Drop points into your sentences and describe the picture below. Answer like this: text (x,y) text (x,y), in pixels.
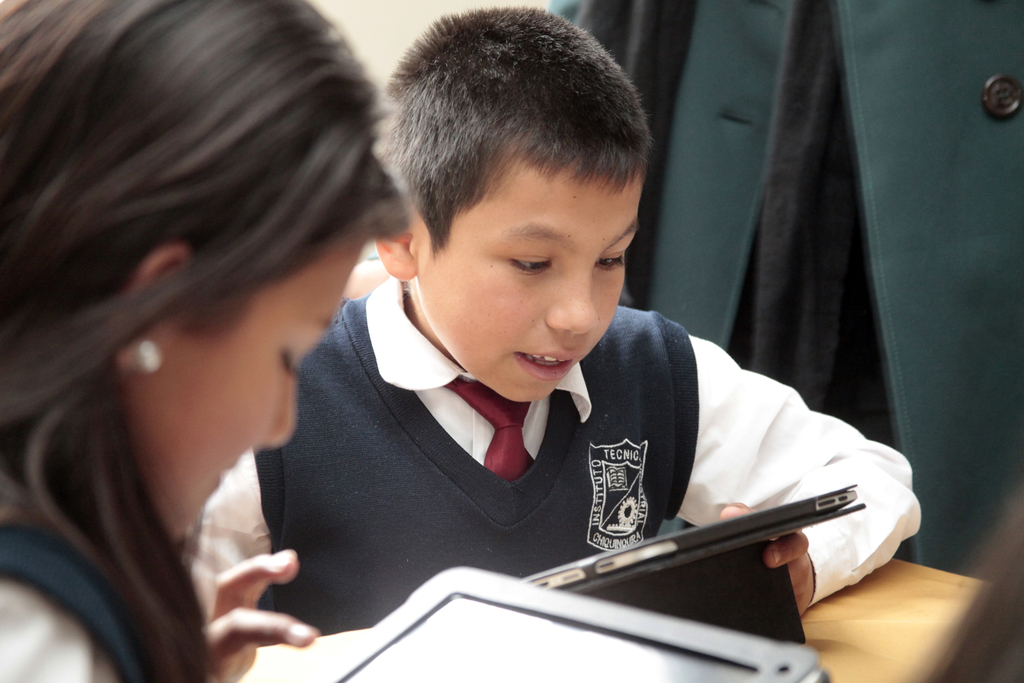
In this image there is a girl (184,505) and a boy (517,430). They are holding tablets (572,604) in their hands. Behind them there is a blazer (725,47) hanging. In the bottom right (861,617) there is a wooden table (887,630).
